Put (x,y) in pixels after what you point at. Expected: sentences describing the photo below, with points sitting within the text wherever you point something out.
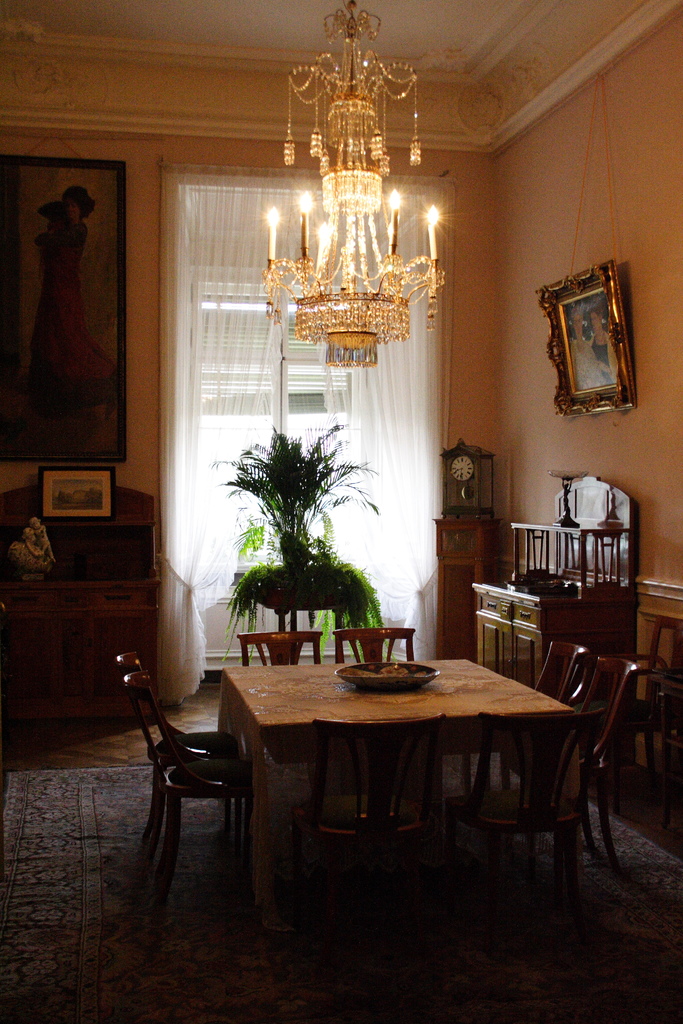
In the image in the center (317,638), we can see chairs (517,797), one table (456,779) and carpet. On the table (291,855), we can see one cloth (463,709) and plate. In the background (576,179) there is a wall (612,446), roof (247,18), lights (395,288), curtains (412,459), tables (534,617), photo frames (21,351) and a few other objects (356,621).
